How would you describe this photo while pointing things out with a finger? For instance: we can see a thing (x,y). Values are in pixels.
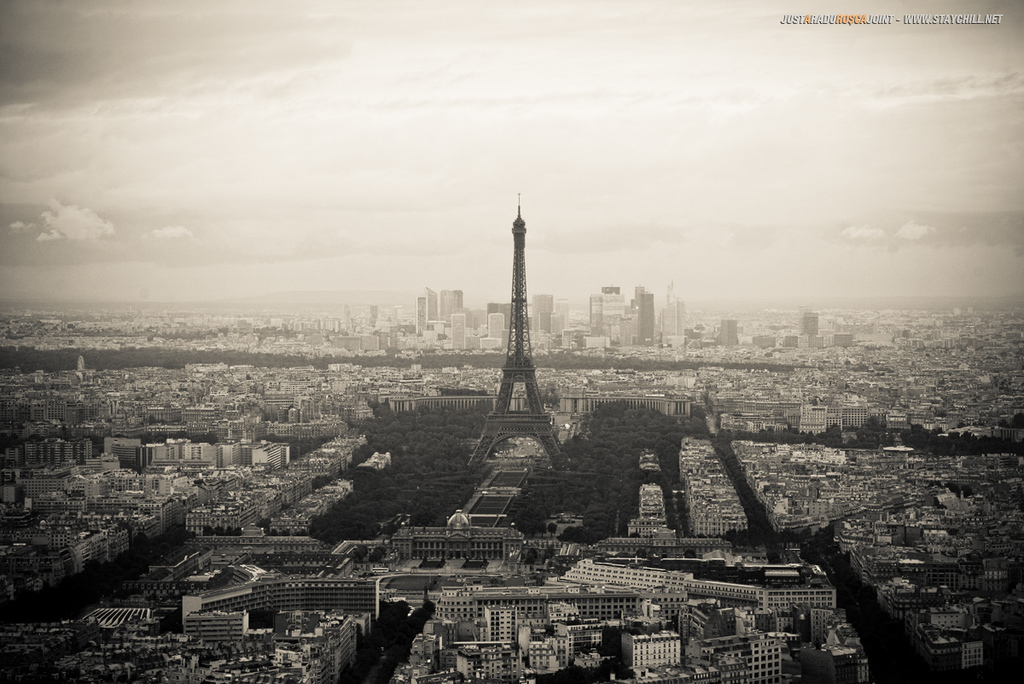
In this image I can see few buildings (588,569), windows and trees (571,479). I can see a tower (520,283). The image is in black and white.
